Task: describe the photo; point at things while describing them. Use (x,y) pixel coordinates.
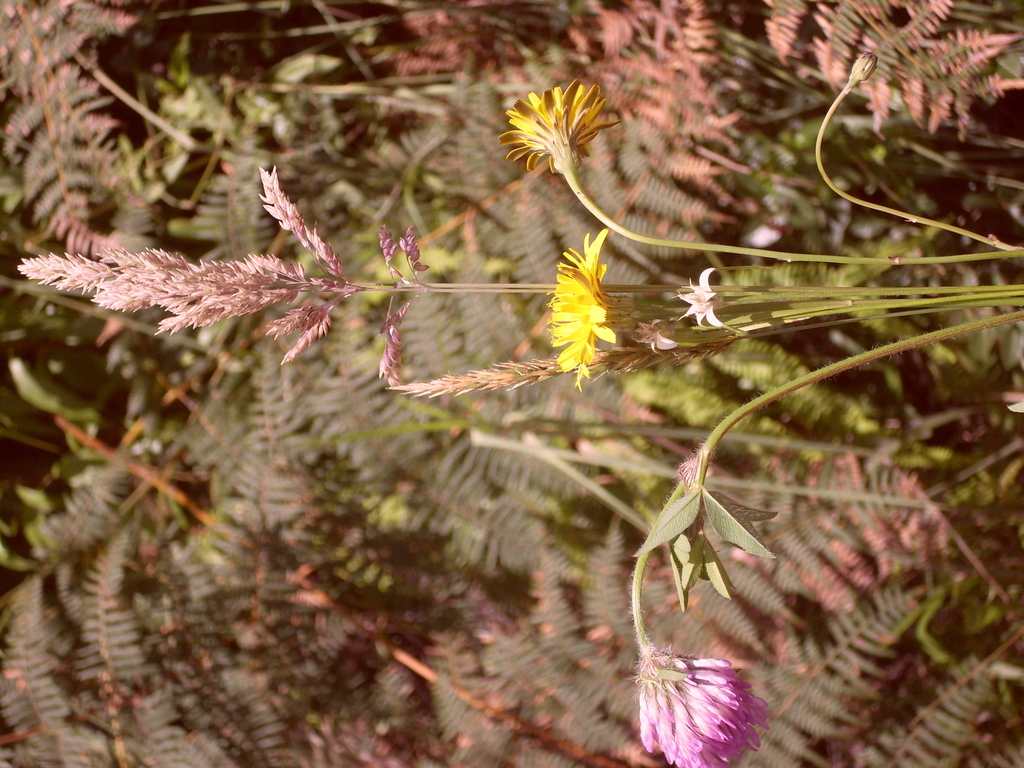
In this image in the foreground (616,367) there are some flowers (713,441), and in the background (502,679) there are some plants (518,659).
